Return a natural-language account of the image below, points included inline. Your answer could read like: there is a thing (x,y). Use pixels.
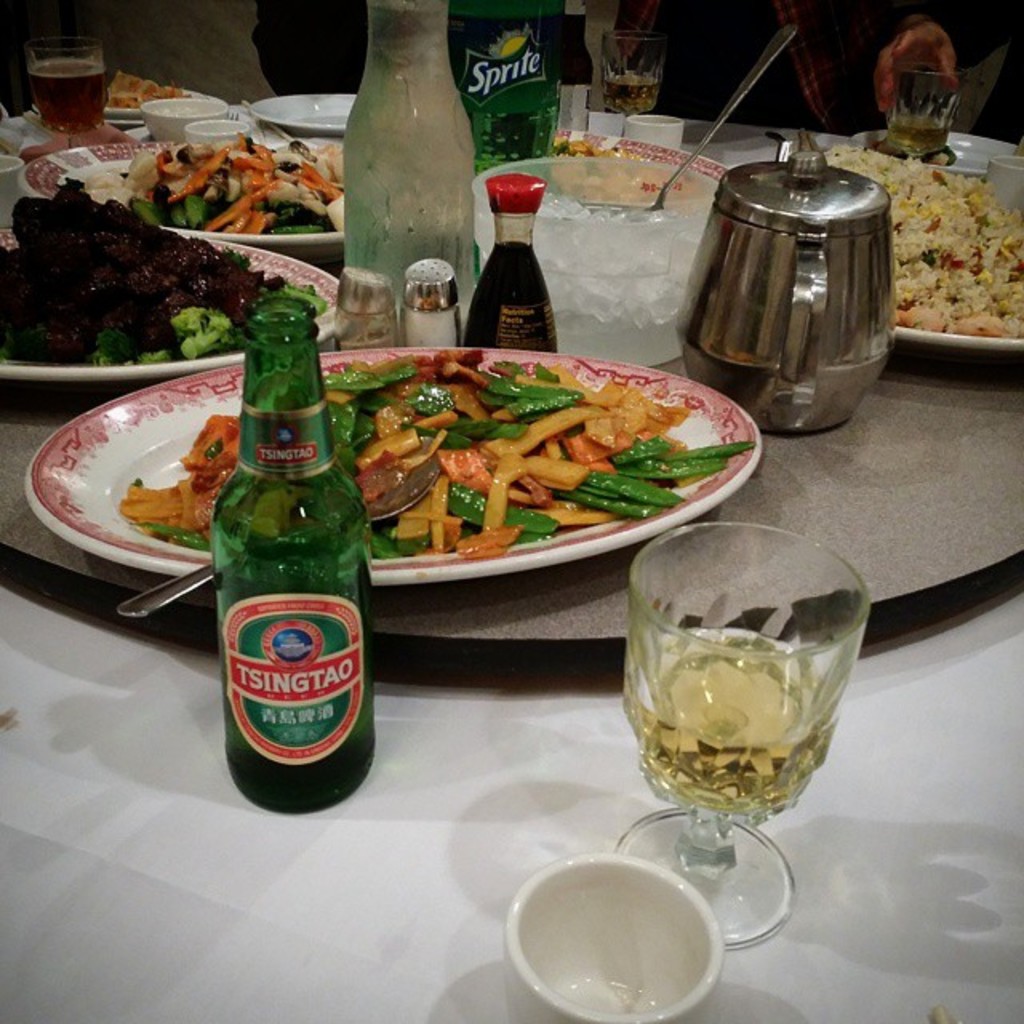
There is a table (398,589). There is a plate (460,576), bottle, glass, spoon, jar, cool drink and food items (556,407) on a table (453,587).
